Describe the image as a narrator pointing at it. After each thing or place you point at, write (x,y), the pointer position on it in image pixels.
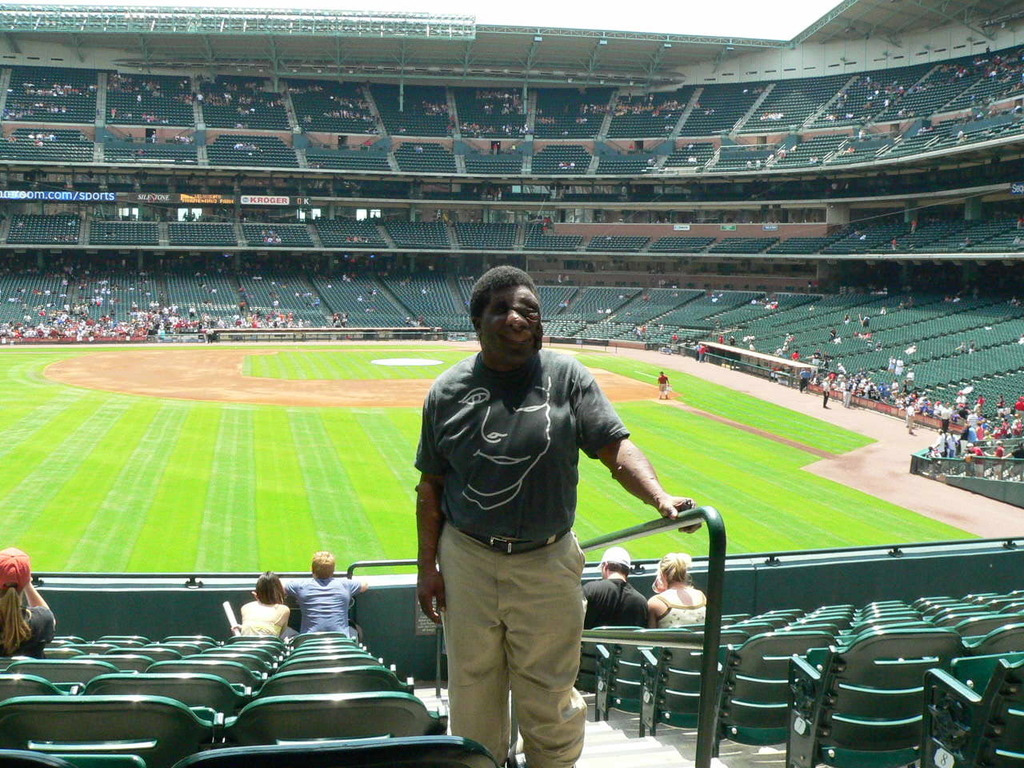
This is a stadium (838,506). we can see a person (512,277) is standing and holding a railing (678,522) in the hand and there are few persons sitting on the chairs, objects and we can see more empty chairs (802,742). In the background (763,377) we can see the ground (391,447), few persons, many chairs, hoardings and other objects (236,48).
